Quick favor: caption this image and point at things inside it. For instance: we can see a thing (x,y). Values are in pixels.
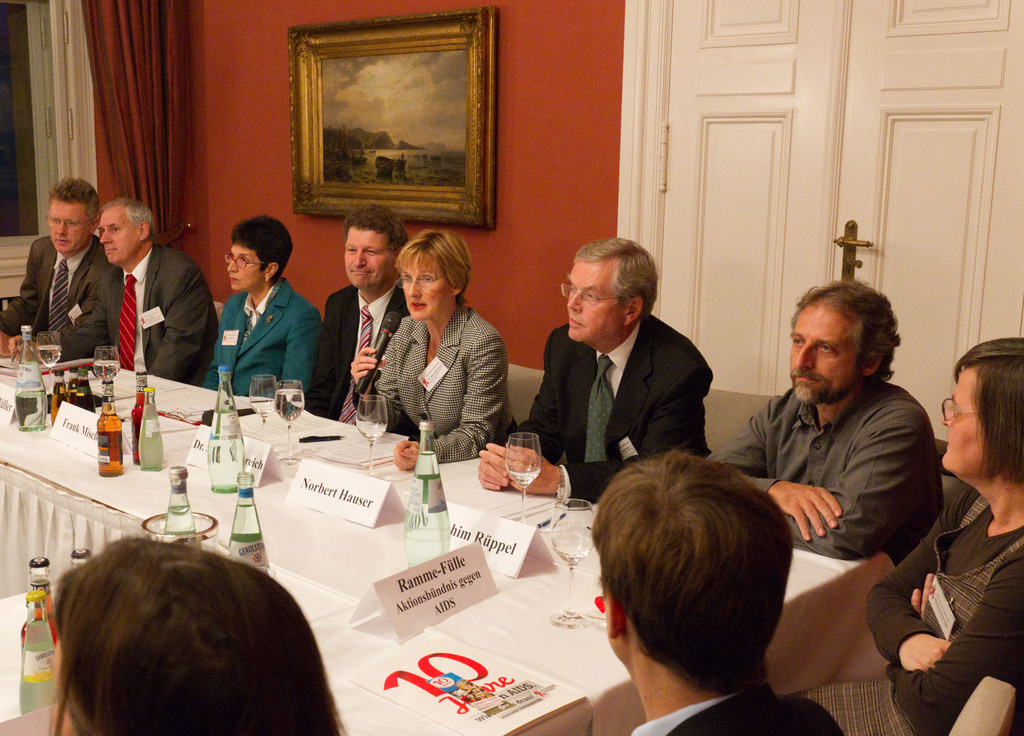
In this picture there are group of people (131,663) sitting on the chair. There is a glass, bottle (408,510), name plate (453,594), cup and other objects (456,656) on the table (192,387). There is a curtain (161,124) and a frame (319,150) on the wall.
